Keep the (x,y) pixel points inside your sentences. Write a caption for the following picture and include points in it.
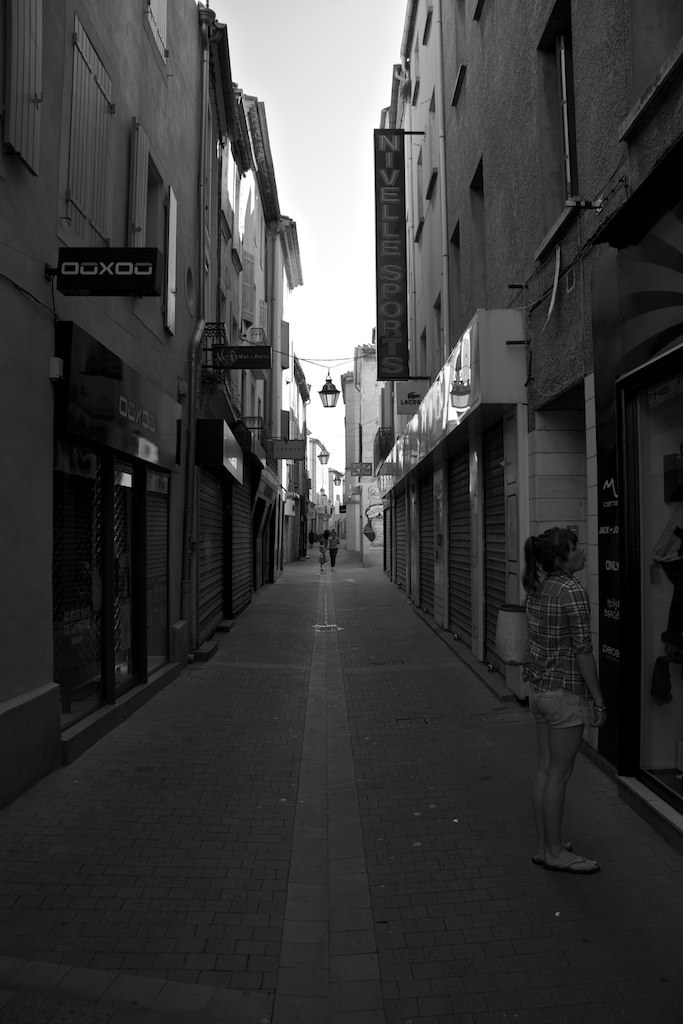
In this picture we can see a person (564,729) is standing in the front (571,707), on the right side (564,313) and left side (72,447) there are buildings (542,383) and boards (87,436), there is a light (326,385) in the middle (335,388), we can see the sky (339,424) at the top of the picture (323,64), it is a black and white image.
